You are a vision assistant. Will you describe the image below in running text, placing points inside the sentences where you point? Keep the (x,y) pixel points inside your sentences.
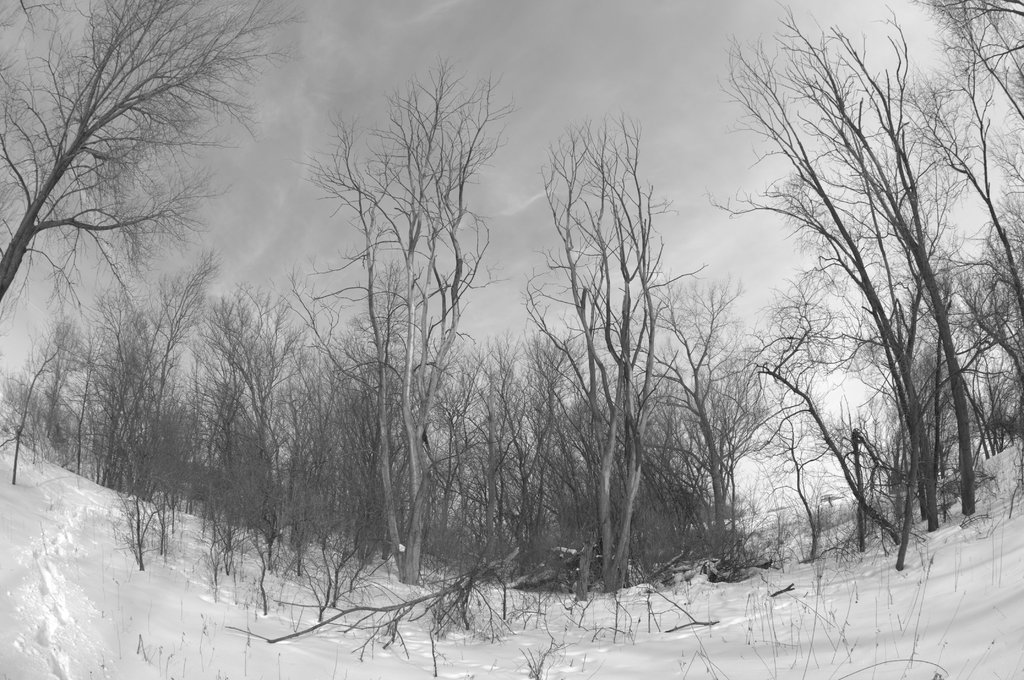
Here we can see cut down trees (359,607) on the snow (368,566). In the background (344,423) there are bare trees (367,289) and clouds (276,170) in the sky (44,322).
